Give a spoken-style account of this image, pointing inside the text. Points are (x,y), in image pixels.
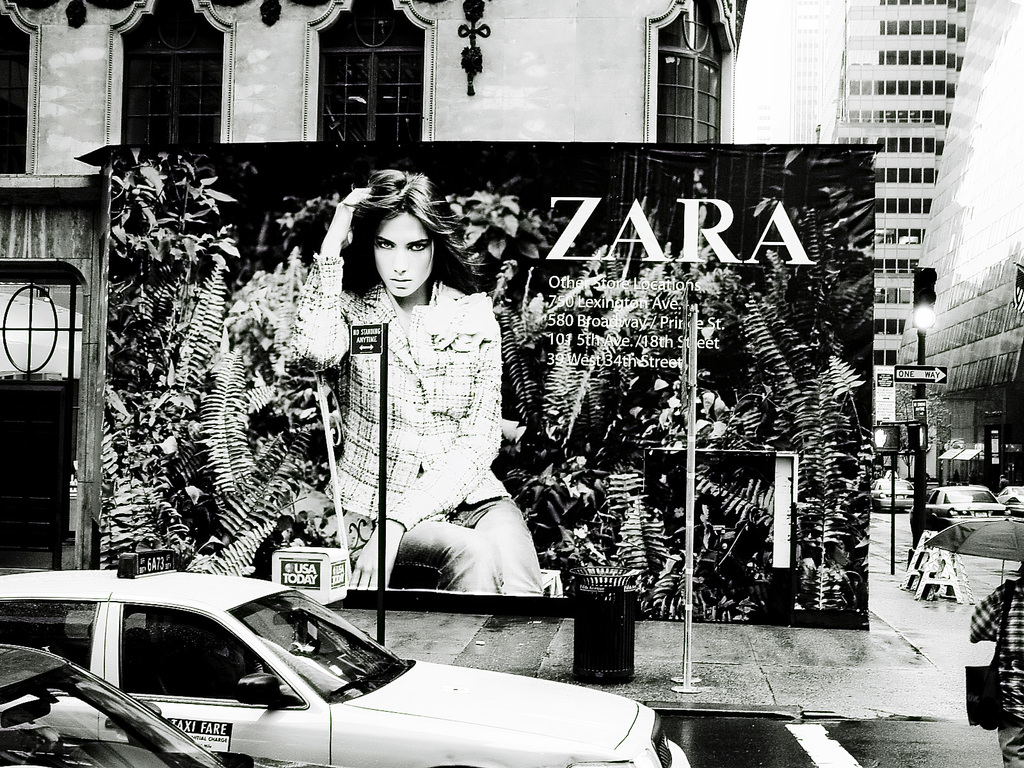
This is the picture of a place where we have some cars (258,630) on the road (871,740) and around there are some poles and buildings (42,433) and a poster (487,538).
